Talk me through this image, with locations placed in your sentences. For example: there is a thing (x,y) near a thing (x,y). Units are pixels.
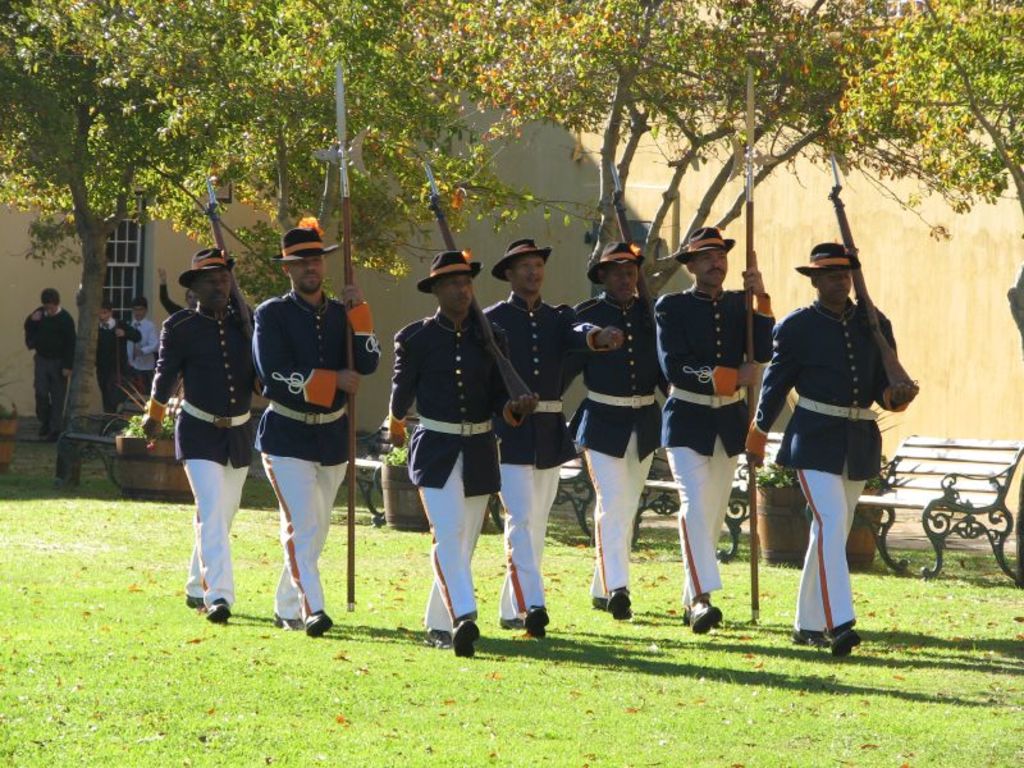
Here people (558,391) are walking holding sticks (620,195), these are trees (639,85) and benches (869,495), this is grass (404,711).
